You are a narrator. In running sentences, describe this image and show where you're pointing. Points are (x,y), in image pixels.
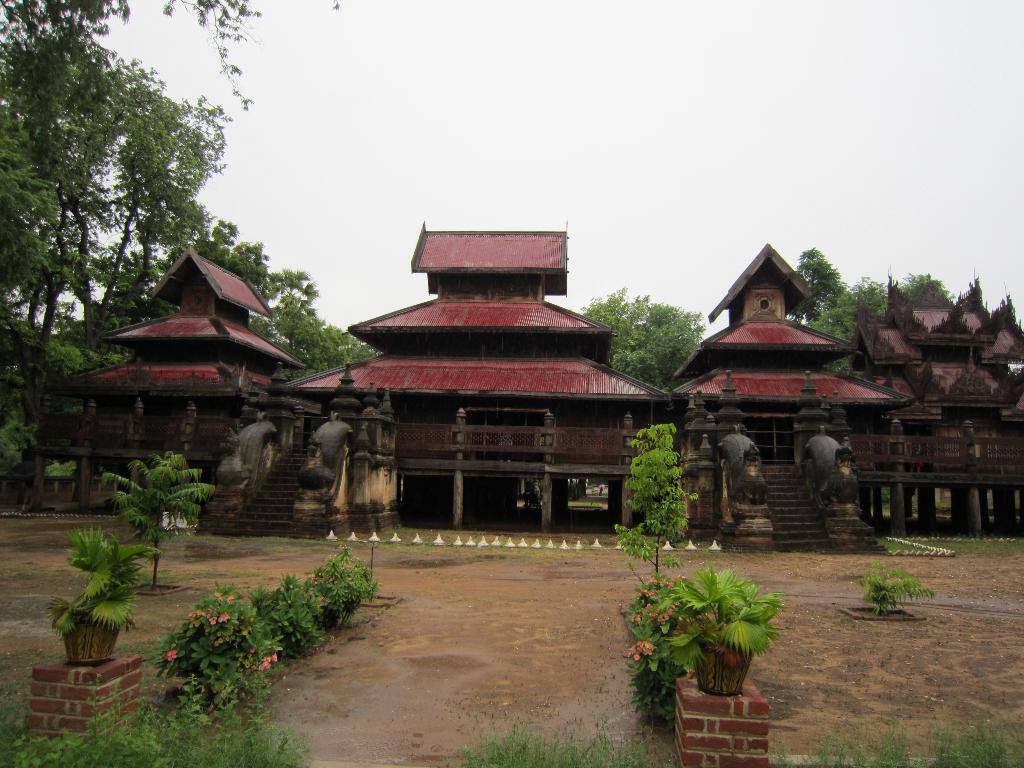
In the picture we can see some houses (348,387) which are very old and near to the houses (605,418) we can see some plants (273,761) and beside and behind the houses (623,422) we can see trees (37,270) and in the background (932,54) we can see a sky (440,54).
